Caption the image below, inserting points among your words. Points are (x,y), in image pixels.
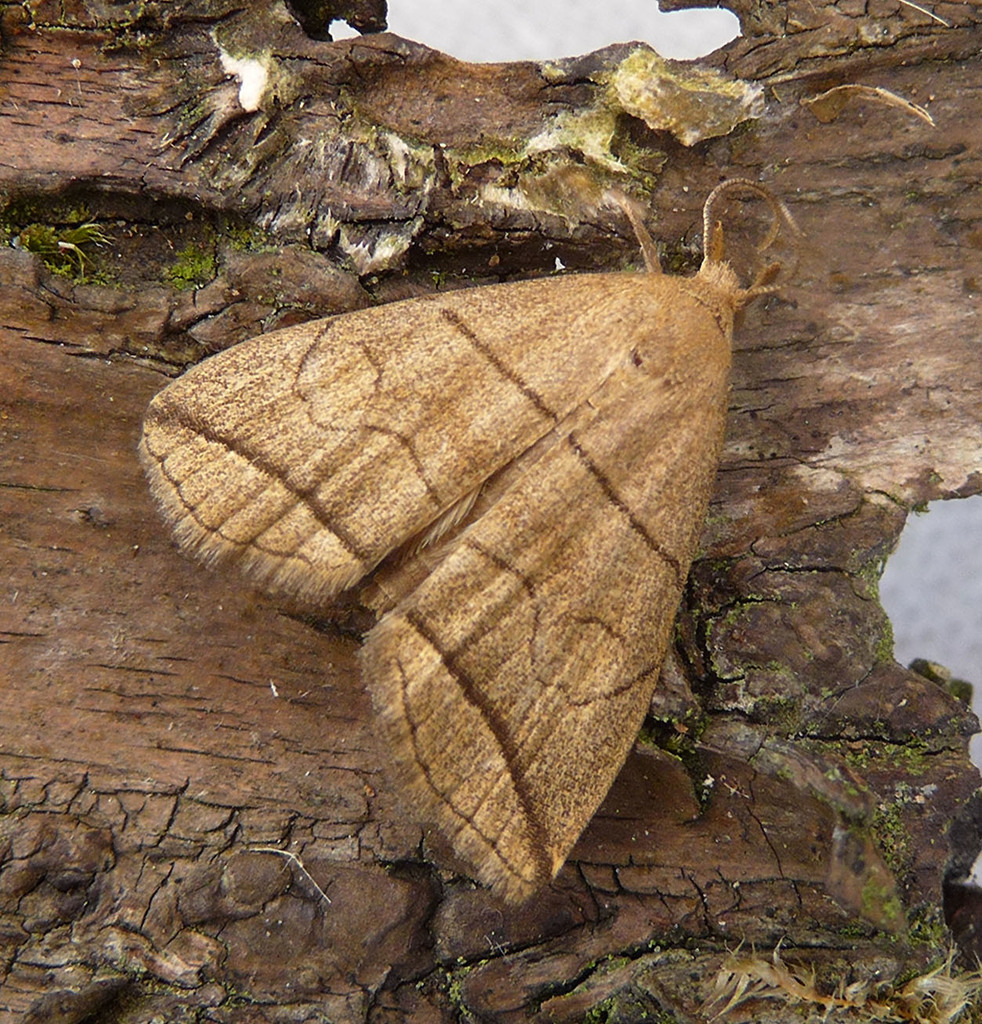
This image consists of a moth (453,571). It is on the bark (135,729) of a tree (337,736).
